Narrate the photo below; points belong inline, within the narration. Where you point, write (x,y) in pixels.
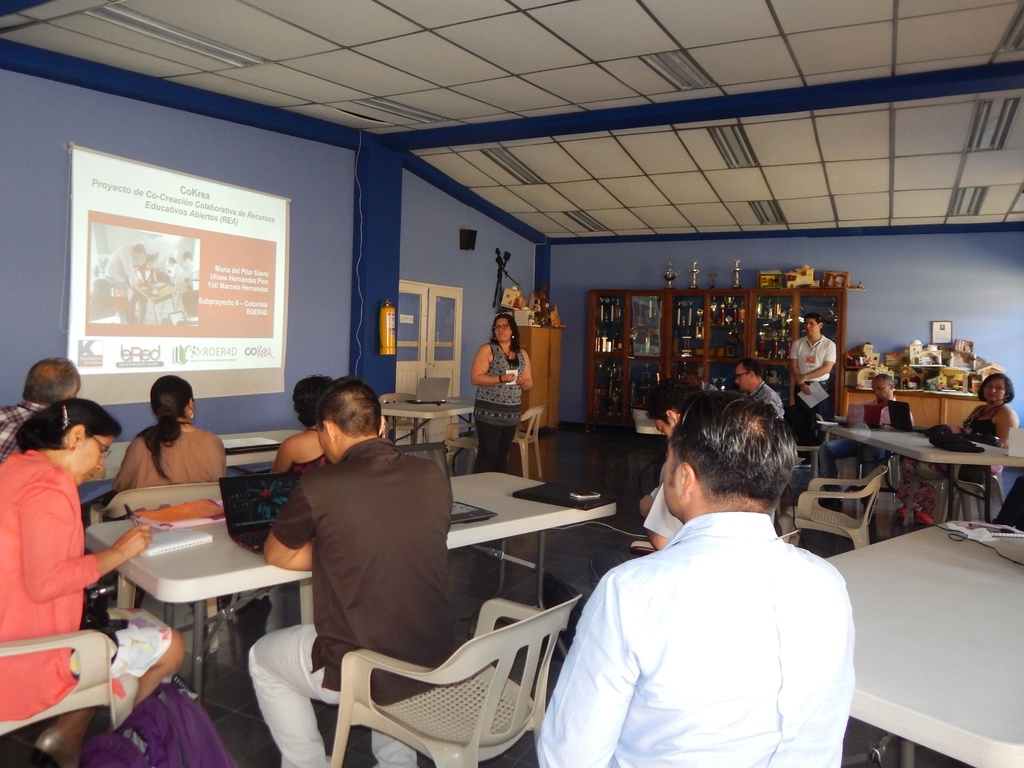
In the image we can see there are people (346,467) who are sitting on chair (83,662) and two people (821,364) are standing and there is a projector screen (188,374).
